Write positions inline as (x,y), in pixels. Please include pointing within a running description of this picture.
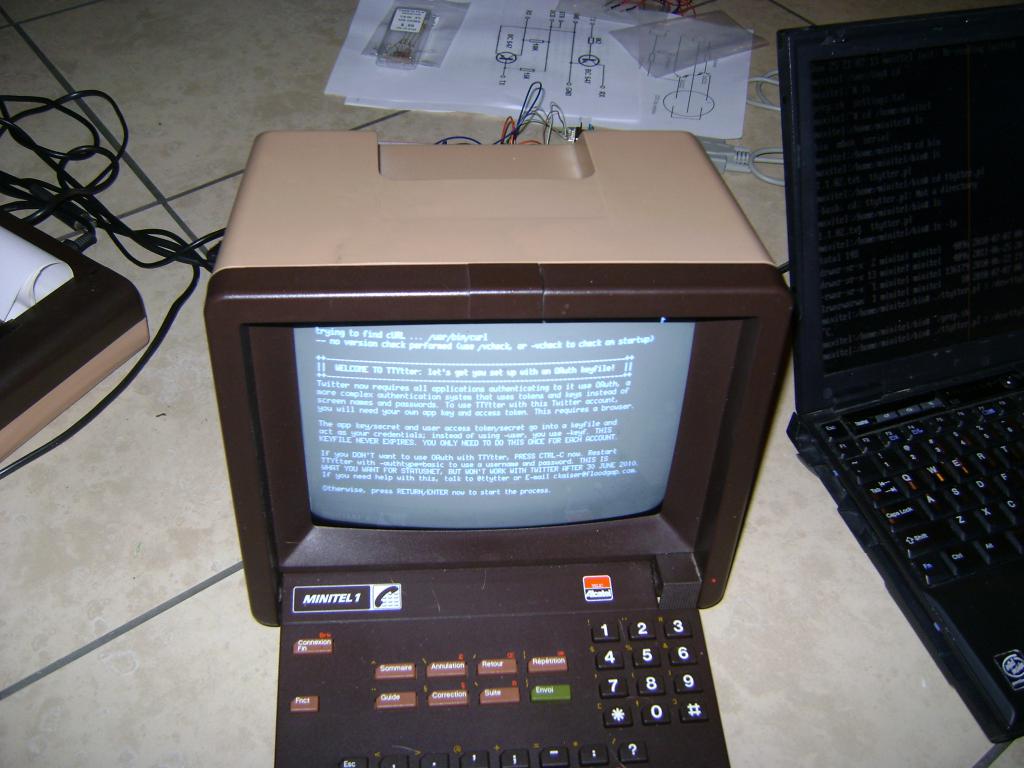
In this picture there is a brown color computer (660,600) placed on the flooring tile (782,208). Beside there is a laptop (876,425). Behind we can see the some white papers (418,95) and cables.
